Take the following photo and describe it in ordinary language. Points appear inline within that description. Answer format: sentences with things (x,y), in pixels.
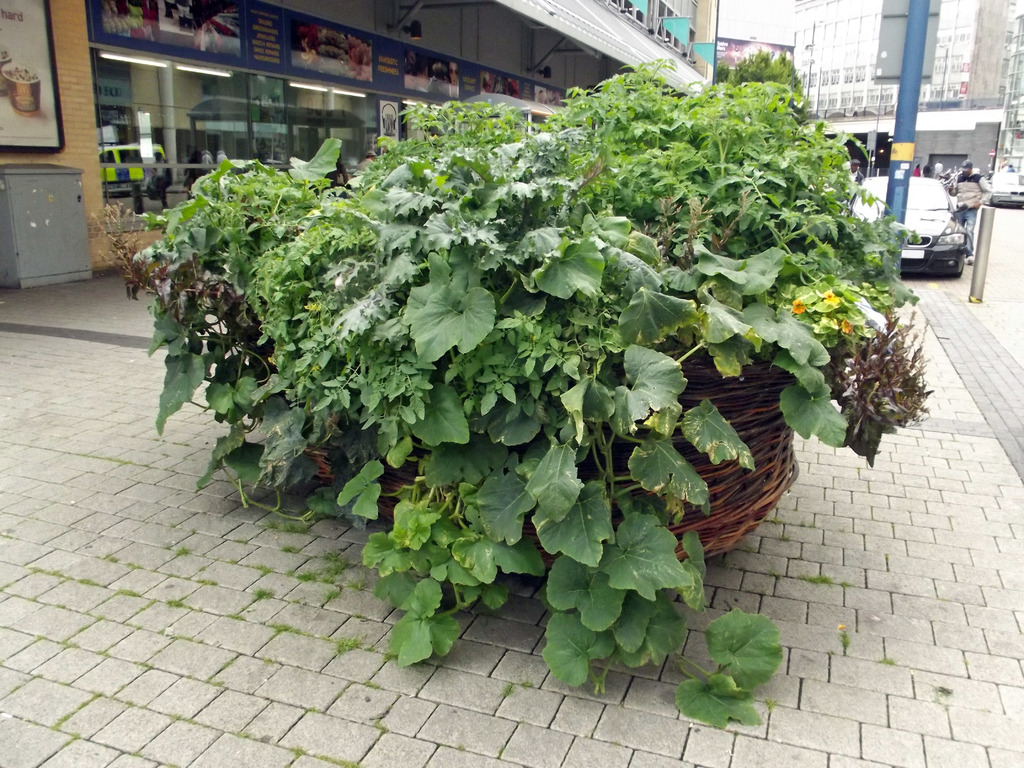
In this picture, it seems like a plant (563,371) in the foreground area of the image (270,240), there are stalls (347,89), posters (350,64), vehicles (994,198), people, buildings (858,105), poles (919,14) and the sky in the background (857,103).
